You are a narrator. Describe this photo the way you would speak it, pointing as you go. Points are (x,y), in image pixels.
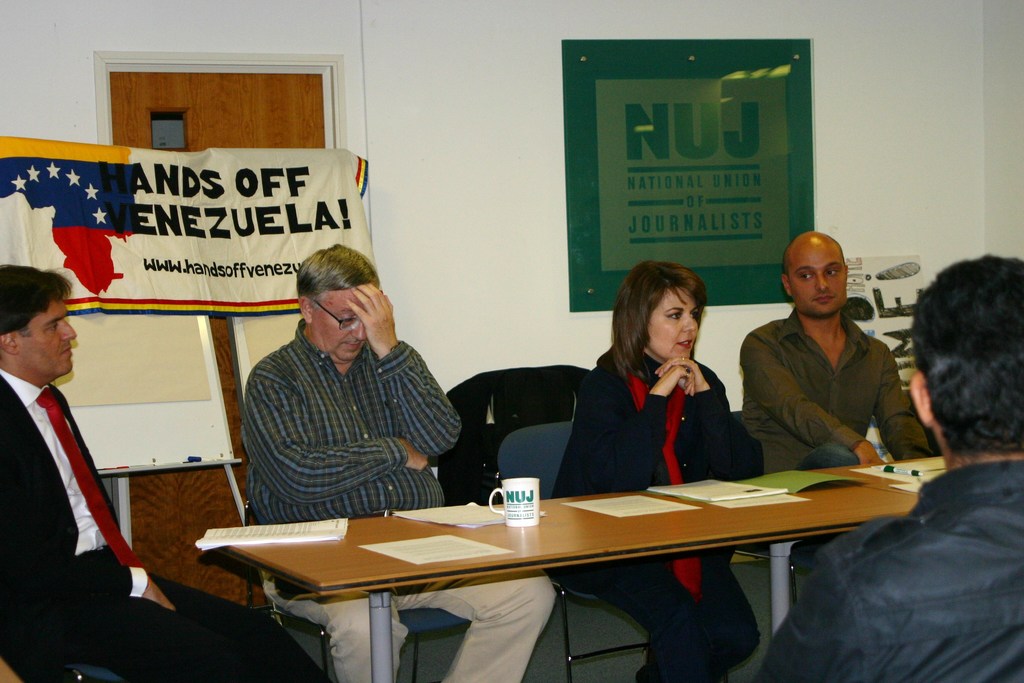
In this picture we can see five people (939,491) four men (951,485) and a women (674,446) three men (431,446) are sitting on chairs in front of a table (767,519) and one women (725,474) also sitting in front of a table (765,536) in the background (478,363) we can see a banner (273,215) and a wall (443,169) and I can see some of the chairs (540,451) here, the man (1,604) on the left side (94,540) is wearing a suit (35,505).
